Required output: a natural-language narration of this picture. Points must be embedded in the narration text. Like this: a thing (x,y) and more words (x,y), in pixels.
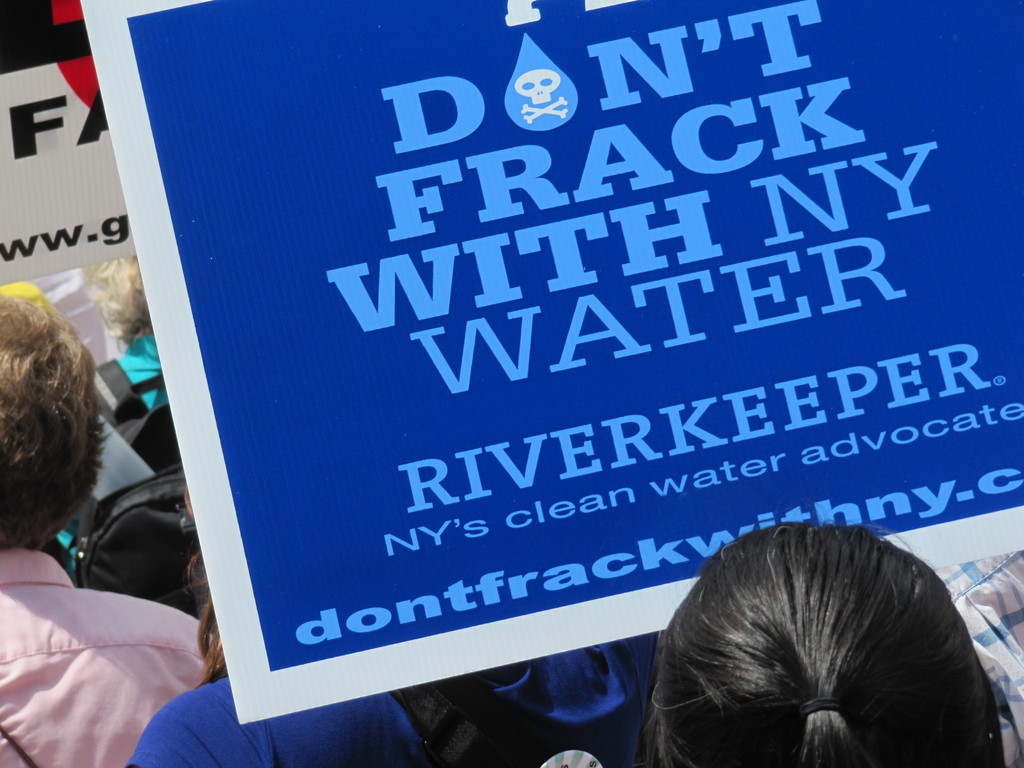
In this image I can see the group of people (182,668) with different color dresses (361,740) and few people (71,464) with the bags (142,546). I can see few boards (364,256) and something is written on it.
